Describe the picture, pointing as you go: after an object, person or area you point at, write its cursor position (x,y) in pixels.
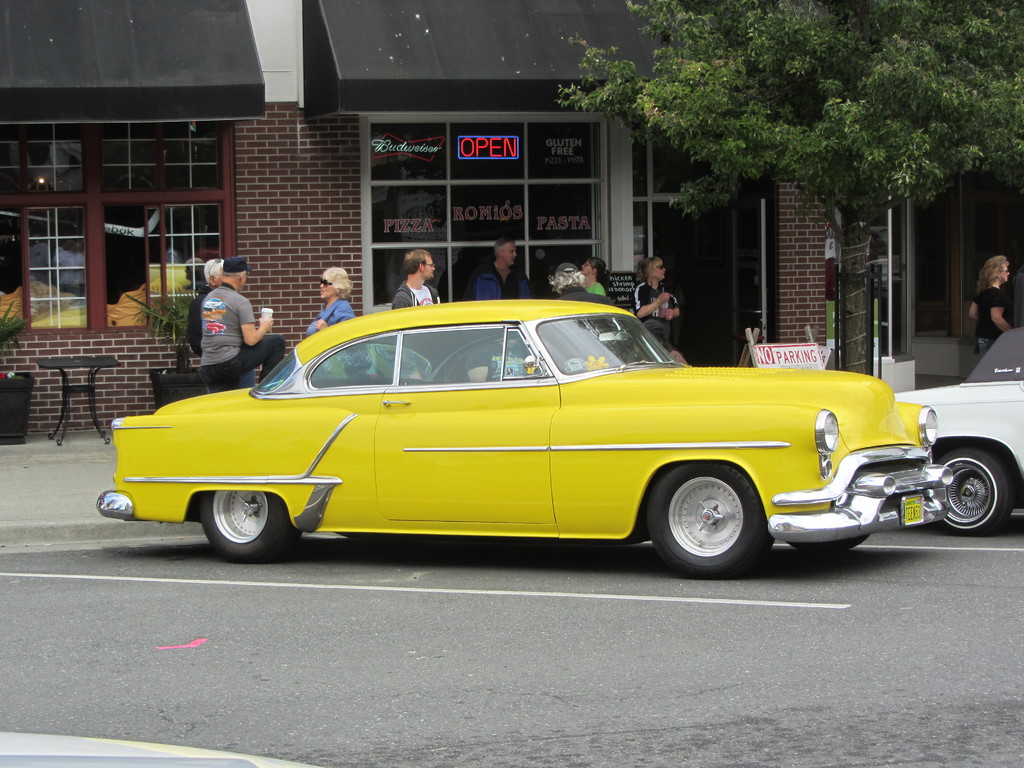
As we can see in the image there are cars (540,445), few people (245,305) here and there, chairs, tree (942,119) and a building (260,178).
